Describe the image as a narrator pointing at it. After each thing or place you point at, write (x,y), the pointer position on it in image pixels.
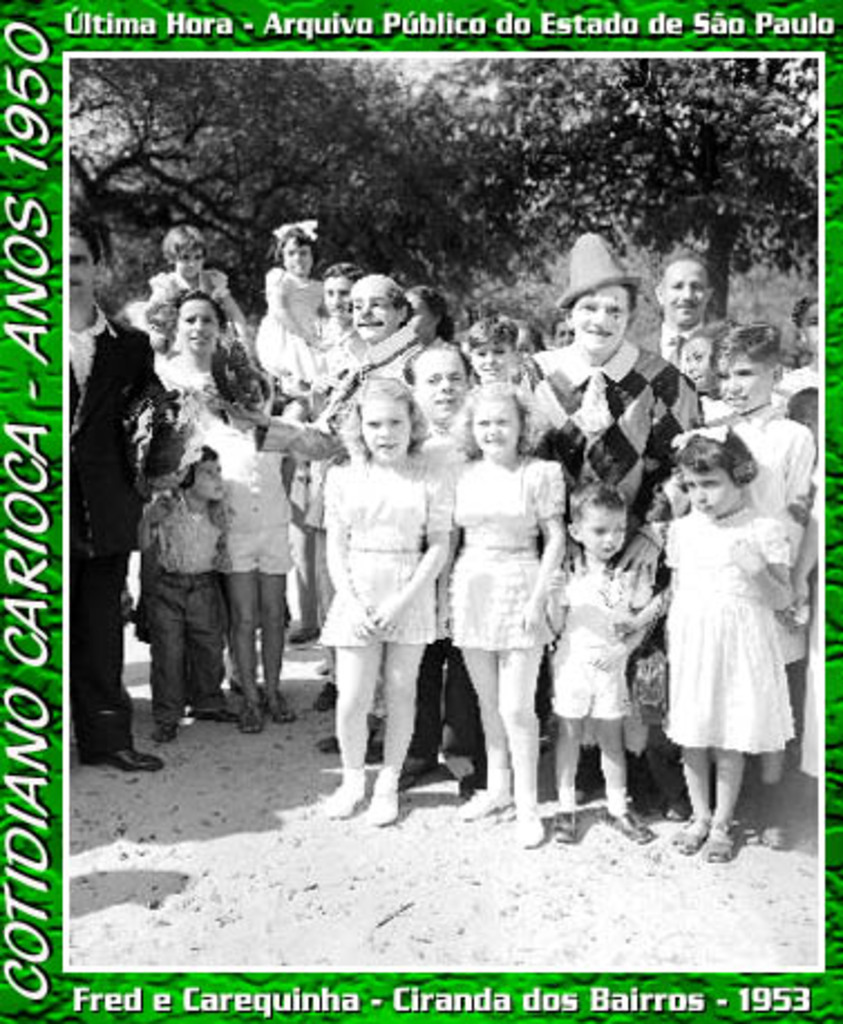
In this image I can see a poster (424,807) in which I can see a group of people (430,474). I can see the trees (396,160). I can also see some text (119,36) written on it.
